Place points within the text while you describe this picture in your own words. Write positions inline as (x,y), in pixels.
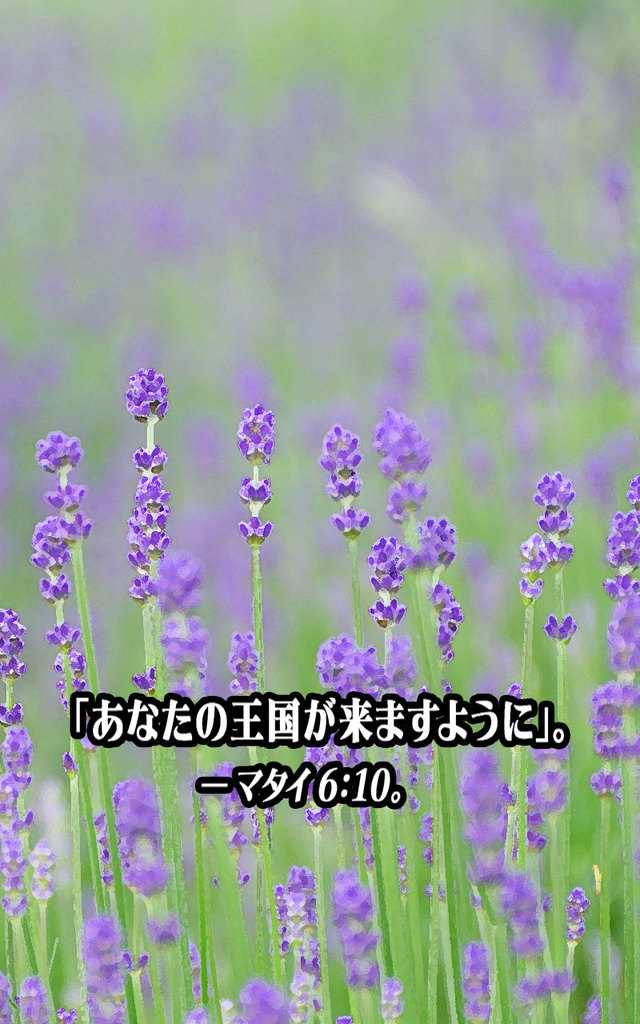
In this picture we can see there are plants (196,834) with flowers (46,584). Behind the plants (57,554), there is the blurred background (25,290). On the image, there is a watermark (259,742).
